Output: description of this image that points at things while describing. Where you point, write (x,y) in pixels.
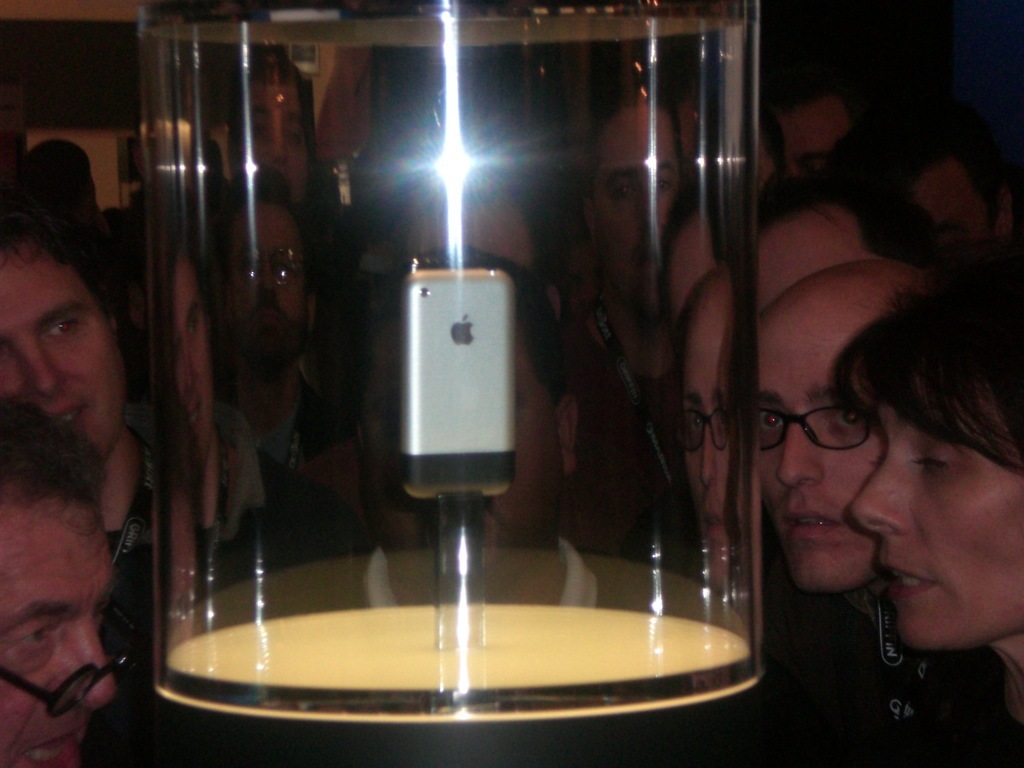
In this image we can see one apple phone (409,487) in the glass box (431,521), some people (915,447) around the glass box (343,73), one object (439,742) and some curtains (103,98) attached to the wall (90,99).
